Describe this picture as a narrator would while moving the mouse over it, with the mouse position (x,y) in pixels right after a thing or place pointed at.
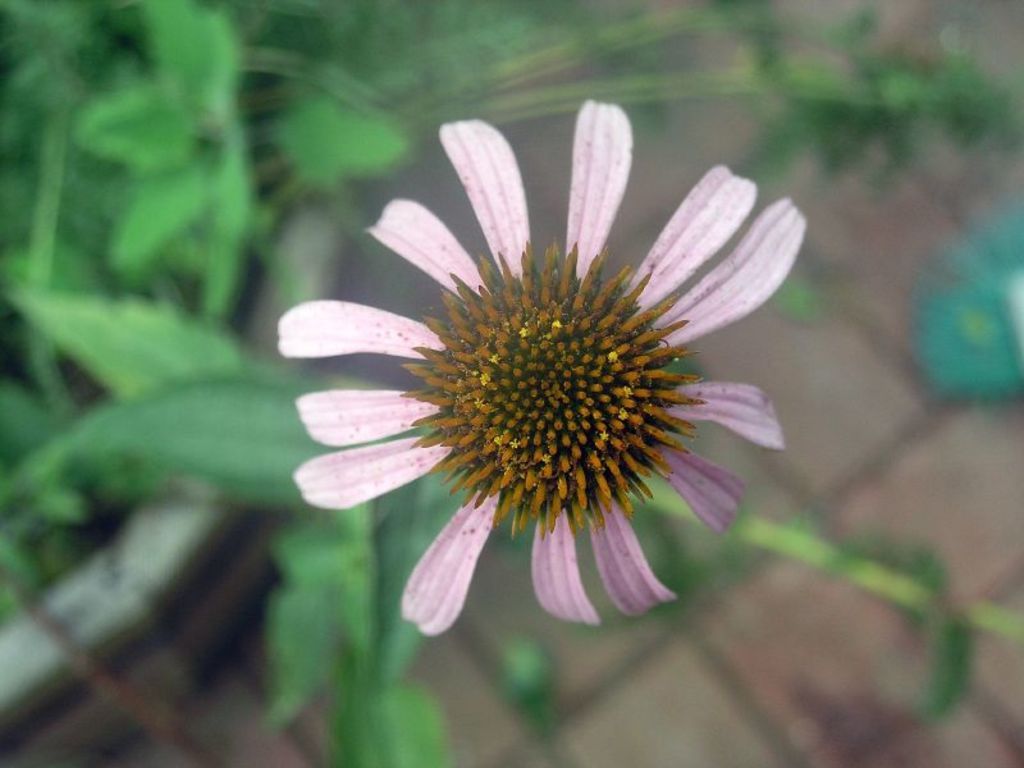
In the center of the image (567,499) we can see a flower (583,495). At the bottom (327,525) there are plants (170,334) and we can see leaves (209,313).
